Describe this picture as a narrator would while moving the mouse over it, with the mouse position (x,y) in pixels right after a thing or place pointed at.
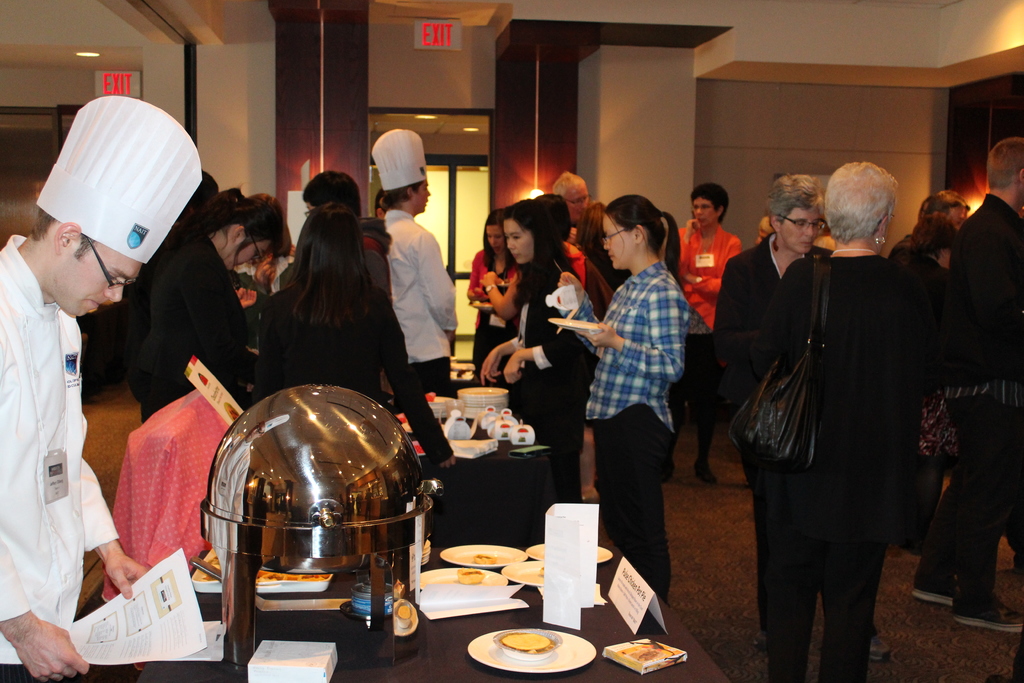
In the picture I can see a group of people (626,333) standing on the floor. I can see a woman (773,336) on the right side (783,365) is carrying a black color bag (783,400). There is a woman (663,353) wearing a blue color shirt (666,355) and she is holding a plate (586,326) in her hands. I can see the tables (531,492) on the floor (677,613) and the tables (606,671) are covered with black color cloth (520,523). I can see the plates (469,554), dish name board (620,580) and stainless steel dish bowl (364,448) are kept on the table (514,460). There is a man (81,526) on the left side (16,476) is wearing a chef dress (66,384) and he is holding the papers (165,573). I can see the glass door (440,221) in the background (469,187).
